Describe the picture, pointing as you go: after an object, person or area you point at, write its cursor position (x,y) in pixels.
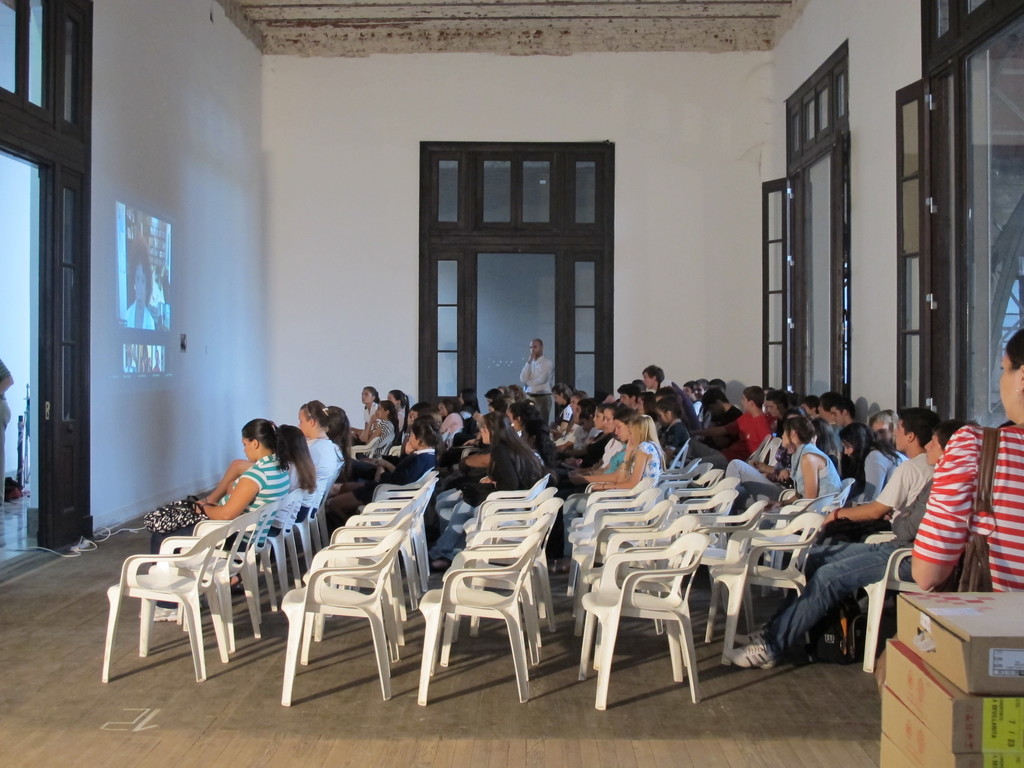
In this image I can see group of people (359,466) sitting on the chairs (617,557). In front of them there is a projector (153,332) to the wall (241,272). At the right (944,499) I can see a woman (957,540) holding the bag (968,556). At the backside of woman (954,513) there are some cardboard boxes (895,724).
